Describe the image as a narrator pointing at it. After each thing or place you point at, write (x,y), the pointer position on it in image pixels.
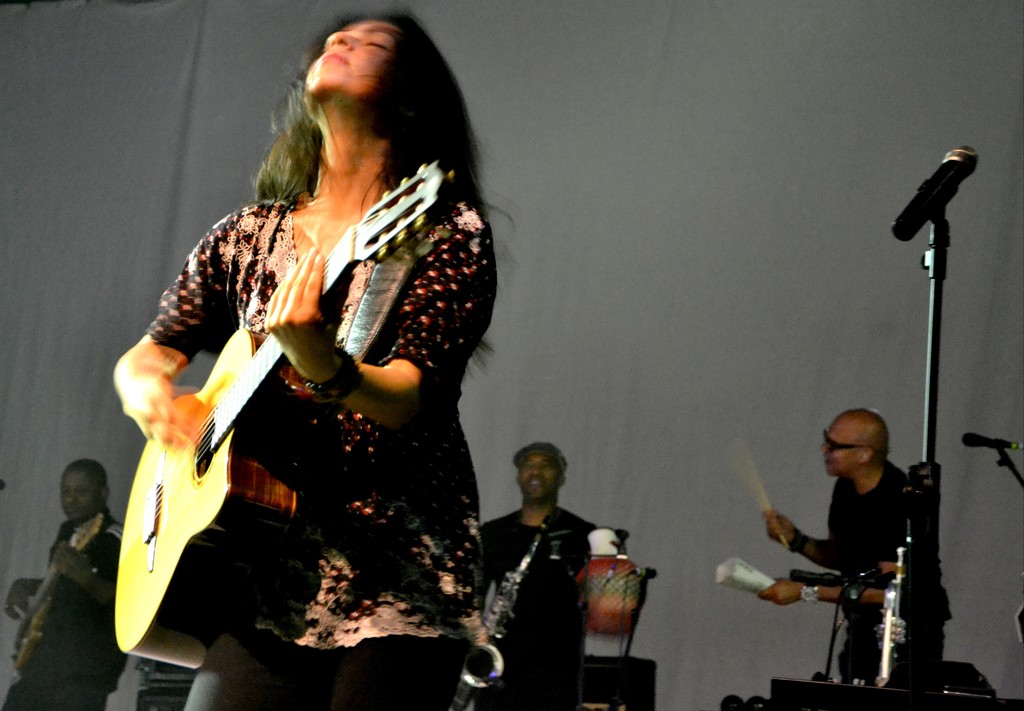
The picture is clicked in a musical concert where a lady (434,594) is playing a guitar (230,410). In the background (82,518) there are many musicians (105,555) and we find many musical instrument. There is a mic (916,223) to the right side of the image (917,208).
